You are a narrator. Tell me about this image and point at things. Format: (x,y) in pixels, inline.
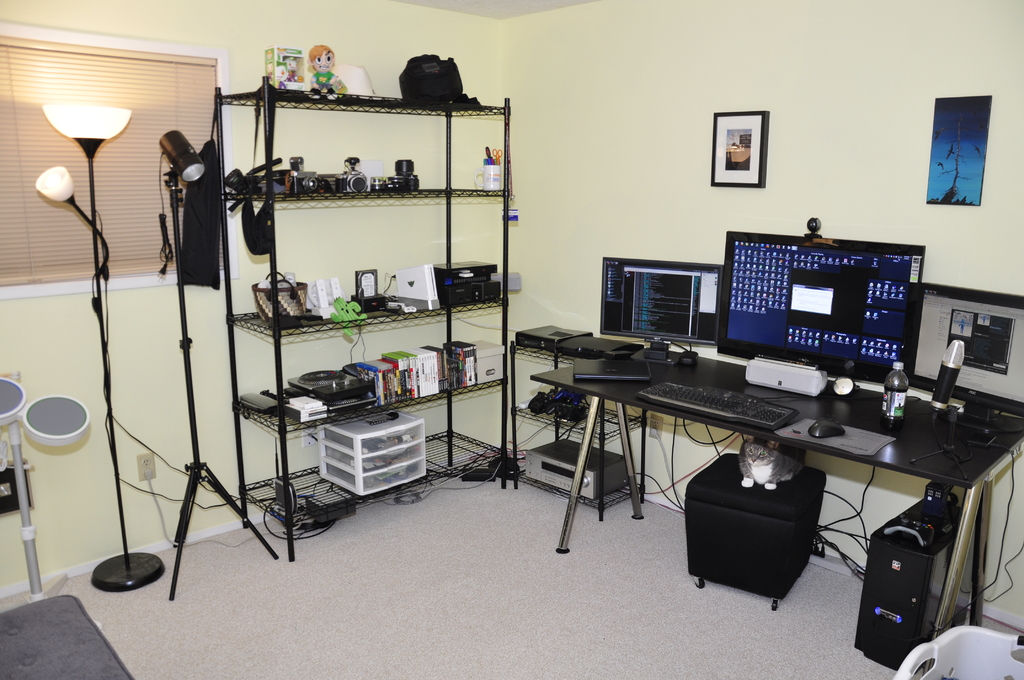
In this image there is a table (988,452) with three monitors (786,342), keyboard (699,406), mouse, mouse pad (844,450), bottles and other objects (949,434), beneath the table (930,415) there is a cat (774,468) on the stool (775,513), beside that there is a CPU (927,555) and a basket (946,646), beside the table (558,378) there is another table (554,357) with some objects (561,414) and cables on it, beside that there is a rack (445,111) with toys (318,70), cameras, boxes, books (400,384) and few other objects (263,284), beside the rack (256,314) there are lamps (108,334) with stands (108,377) and a window (116,160), there is a mat (76,627) on the floor (310,585) and few frames (726,145) hanging on the wall (678,173).
